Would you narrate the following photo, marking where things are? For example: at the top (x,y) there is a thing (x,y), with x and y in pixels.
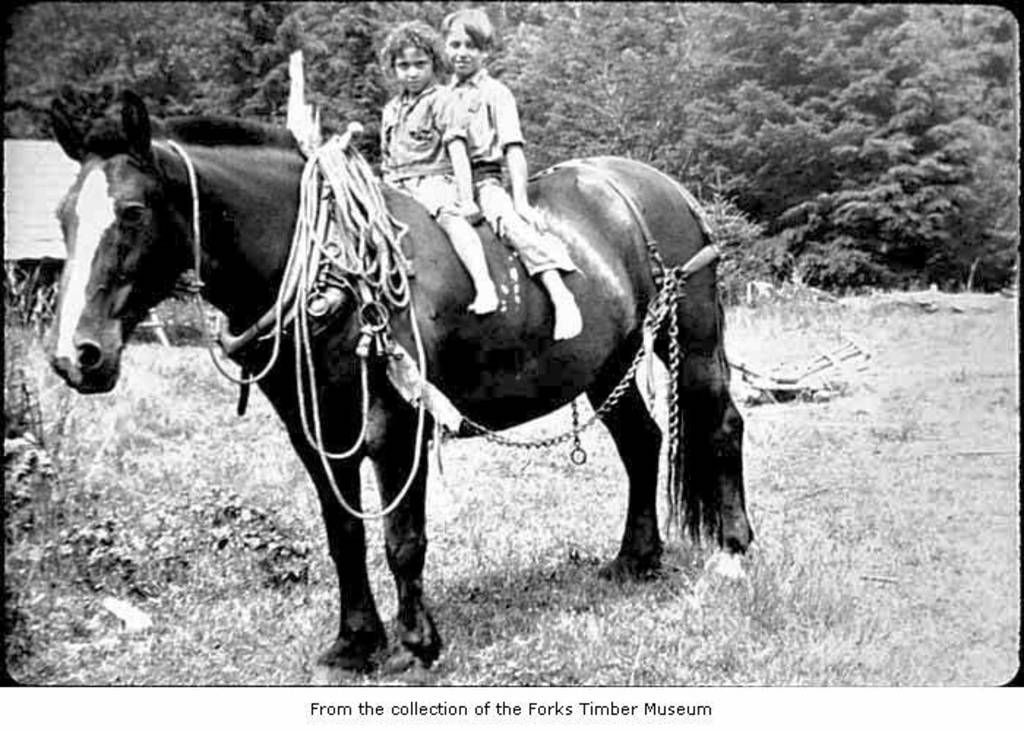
2 persons (489,190) are sitting on a horse (235,313). to the horse (354,344) many ropes (358,172) and chains (618,396) are tied. the is black in color which is standing on the grass (791,564). behind them there are many trees (747,100).
